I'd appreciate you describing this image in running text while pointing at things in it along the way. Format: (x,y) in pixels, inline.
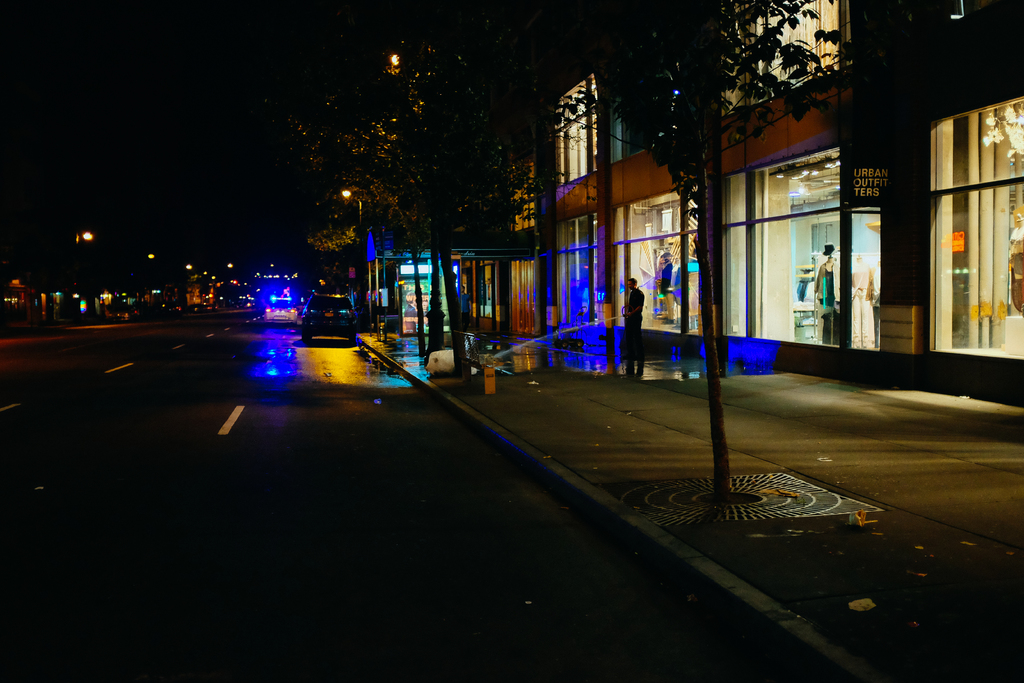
In this picture we can see vehicles (311,305) on the road (290,400), two people (469,300) on the footpath (519,369), trees (440,226), lights (277,275), mannequins (665,292), name board (876,171), buildings (604,118) with windows (619,154) and some objects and in the background (32,305) it is dark.
